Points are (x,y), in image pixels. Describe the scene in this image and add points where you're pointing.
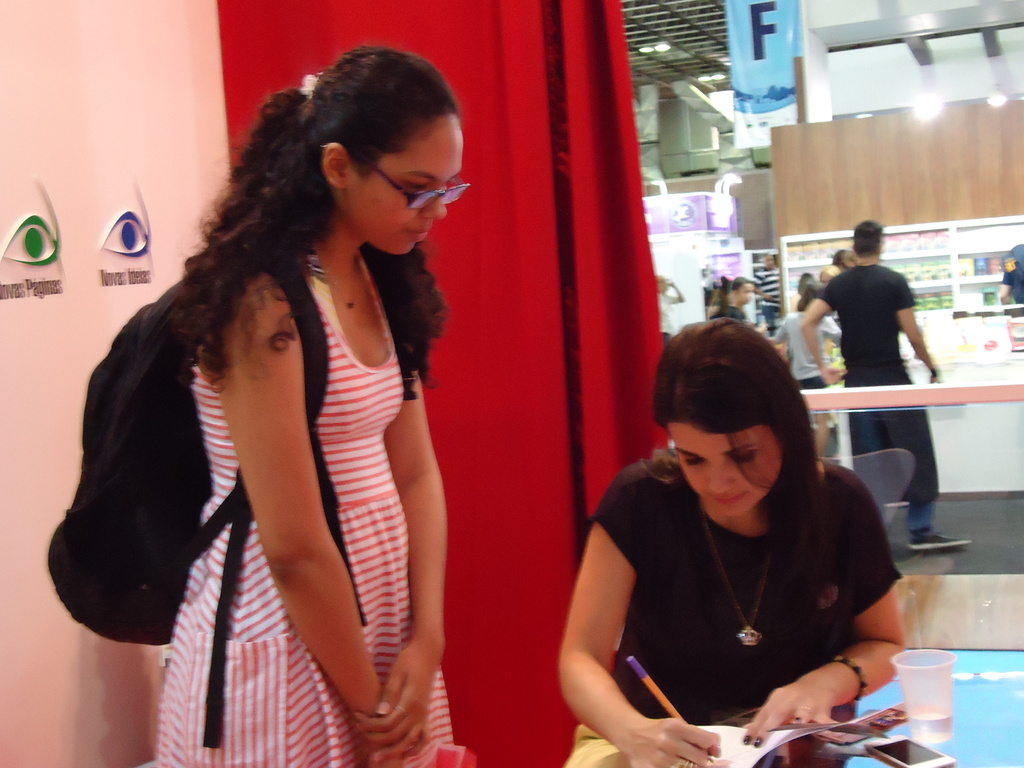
In this image I can see two women (756,568), one person (801,542) is sitting and writing something on a paper (729,753) on a table (963,717). I can see a mobile (898,747) and a glass (937,724) on the table (996,726). Another person (415,364) is standing and wearing a backpack (176,528). I can see some designs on the wall (96,281) with some text (21,291). I can see a curtain (539,91) behind them. I can see a glass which is see through. I can see outside through the glass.
